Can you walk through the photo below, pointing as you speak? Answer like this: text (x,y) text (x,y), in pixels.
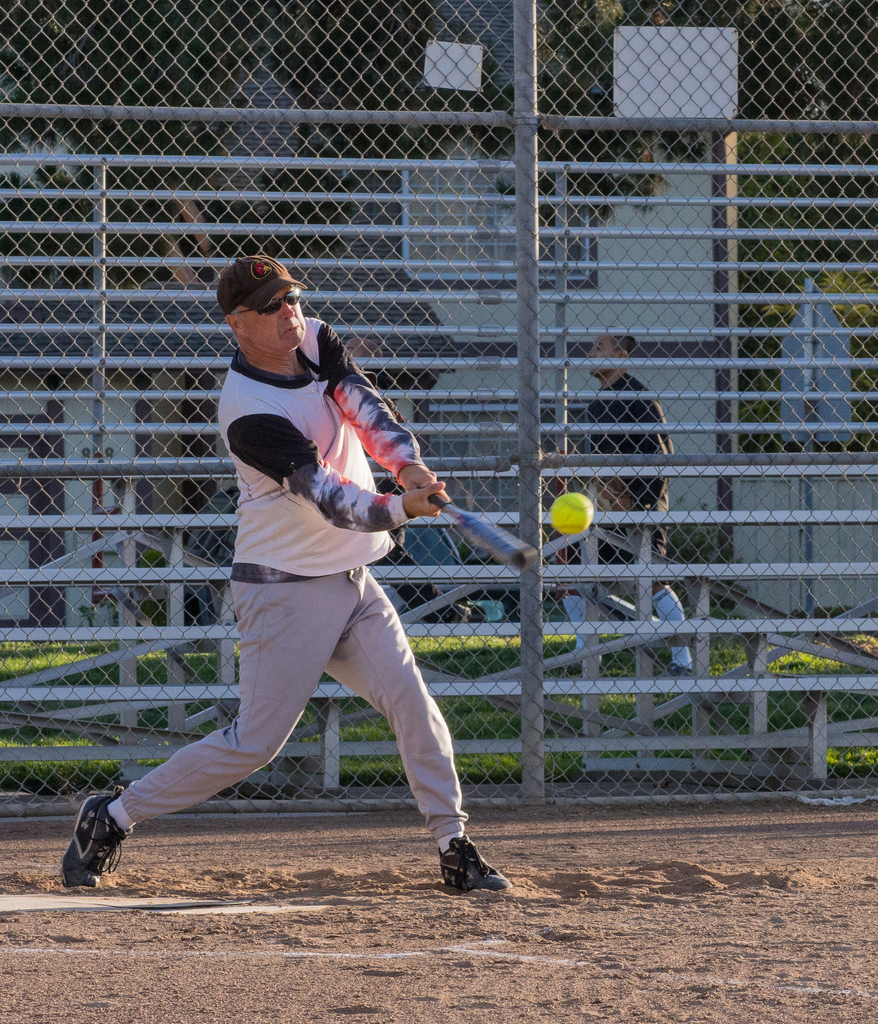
In the center of the image (341,671) there is a person (311,683) holding a bat (523,558) in his hand (415,513) and there is a ball (554,503). In the background of the image (586,442) there is a fencing (172,303). There is a person (650,419) walking. At the bottom of the image (499,972) there is sand (615,957).
